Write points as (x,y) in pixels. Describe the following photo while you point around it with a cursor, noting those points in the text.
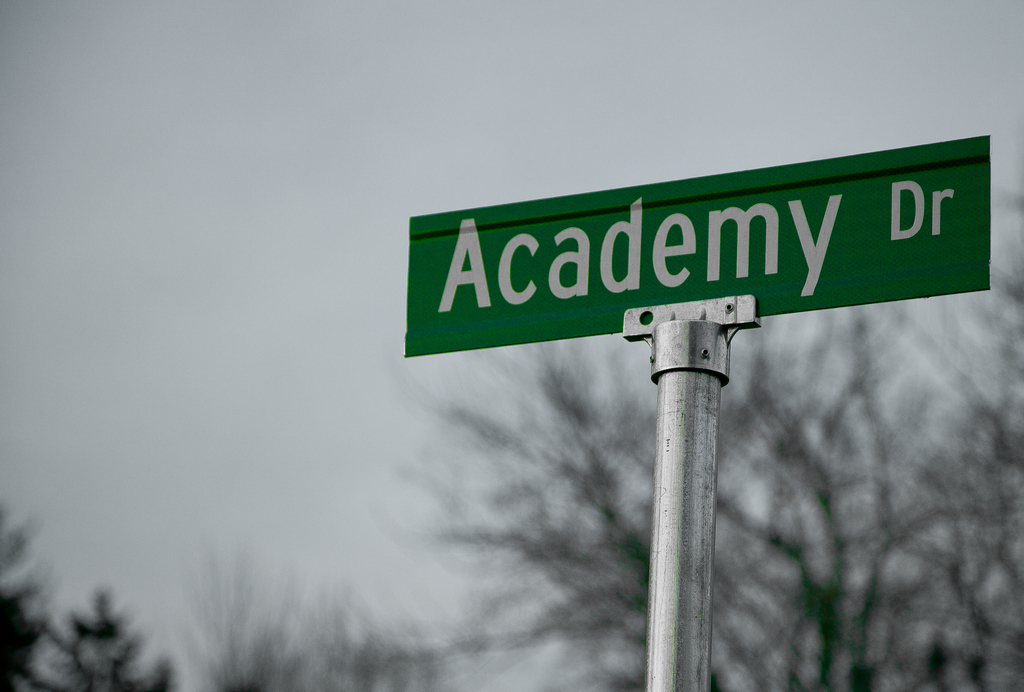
In this picture we can observe a green color board (874,271). There is a white color word (609,233) on this board (665,278). This board (608,232) is fixed to the pole (670,552). In the background (628,476) there are trees (521,505) and a sky (168,295).
